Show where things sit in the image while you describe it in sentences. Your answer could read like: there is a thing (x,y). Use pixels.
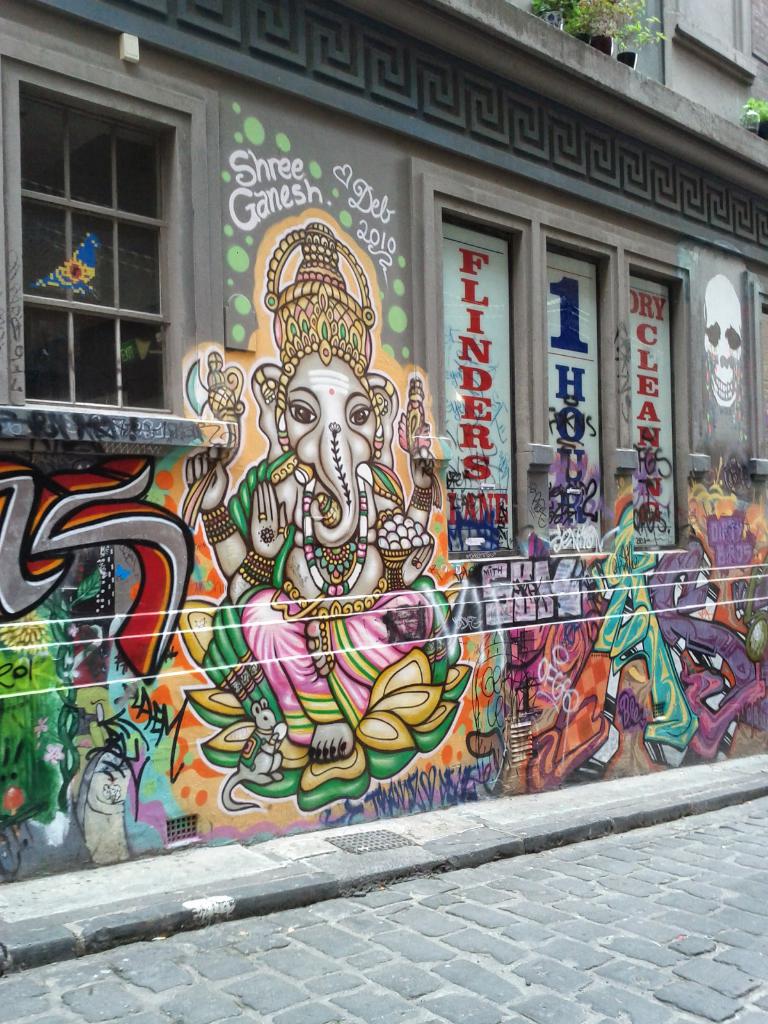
We can see graffiti (328,501) on wall (616,330) and we can see windows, top of the image we can see plants (662,40).
